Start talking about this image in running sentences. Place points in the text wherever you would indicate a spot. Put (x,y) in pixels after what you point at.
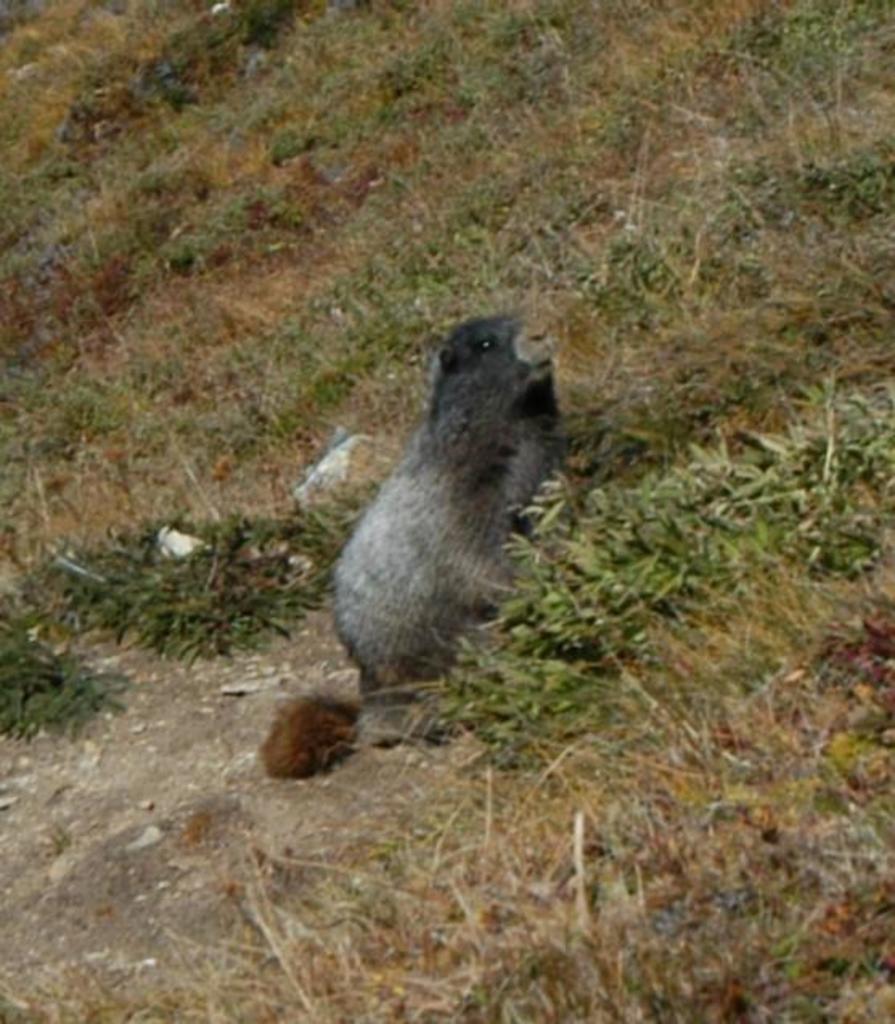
In the picture we can see some grass surface (495,888) on it we can see a animal (450,537) on it.
